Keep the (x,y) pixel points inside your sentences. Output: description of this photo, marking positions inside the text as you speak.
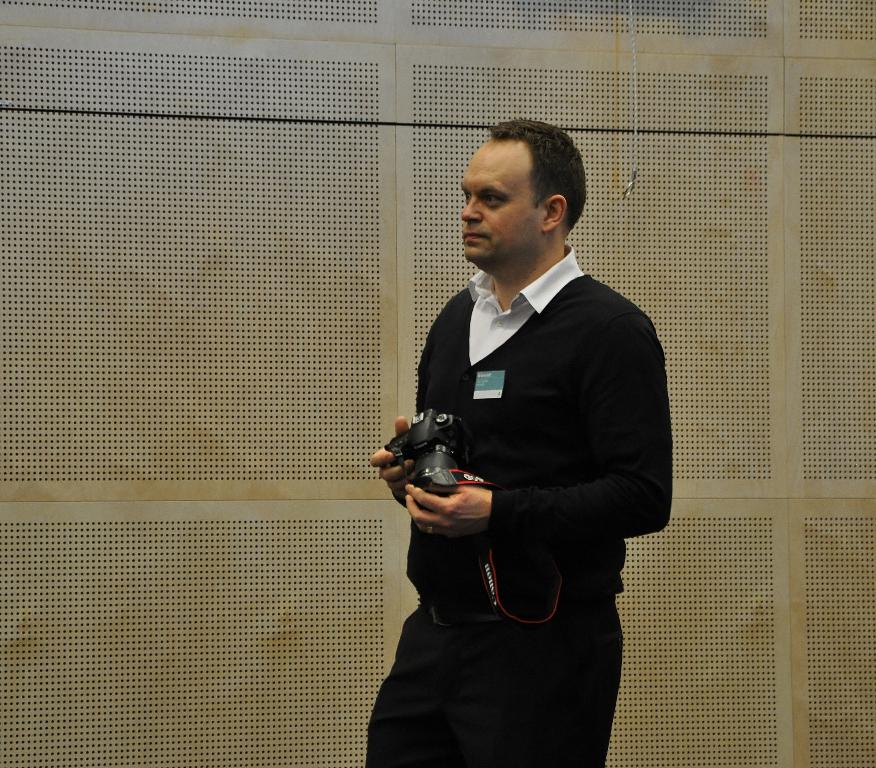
In this image, there is a person (438,722) standing and holding a camera (435,483) in his hand (452,507). The background wall (263,286) is looking like a fence (229,617). This image is taken inside a room (183,165).
